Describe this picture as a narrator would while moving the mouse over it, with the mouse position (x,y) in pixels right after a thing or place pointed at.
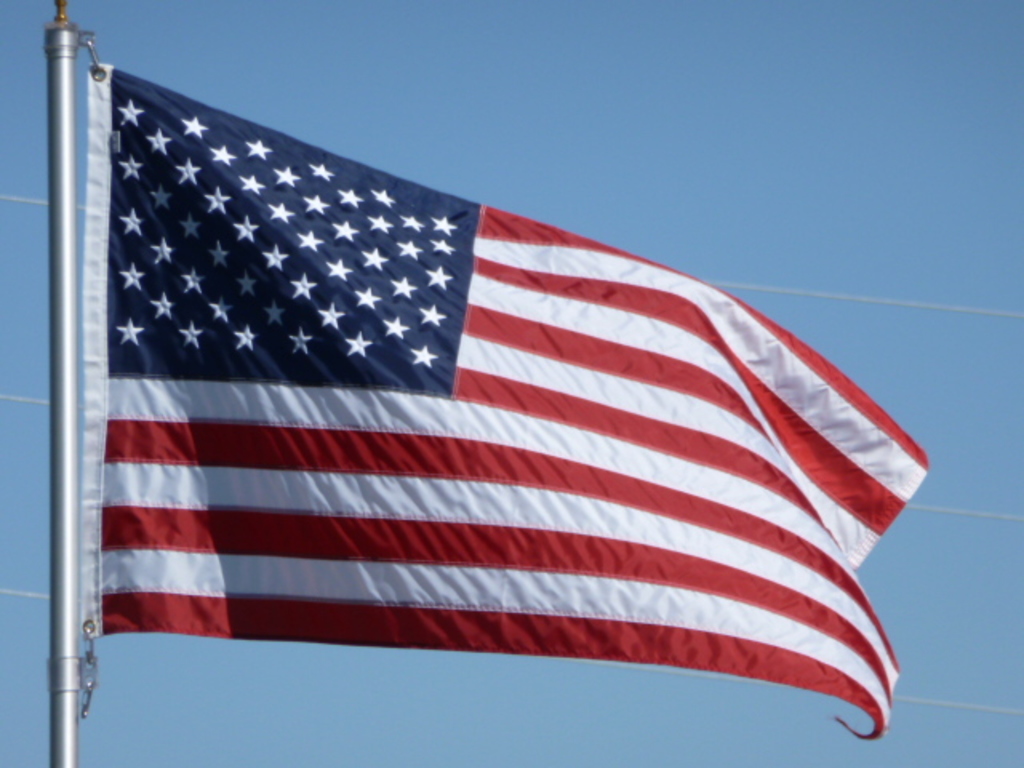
In the center of the image (477,499) we can see flag (359,498). In the background (939,165) there is a sky (880,142).
